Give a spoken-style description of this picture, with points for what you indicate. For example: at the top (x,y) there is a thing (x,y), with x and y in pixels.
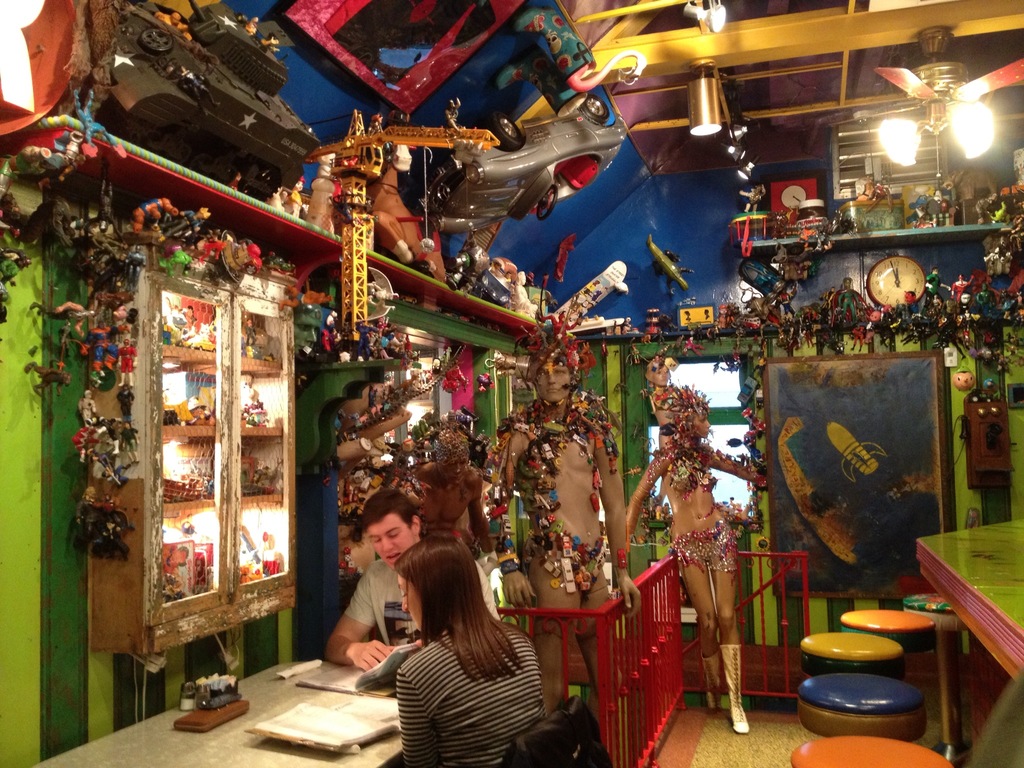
In this picture we can see two people (468,649) are seated on the chair (545,736), in front of them we can find couple of books (306,716) on the table (281,683) and also we can see couple of toys (209,335) in the room (730,178), and we can see couple of wall clocks (887,276), lights (972,142) and a fan (955,73).
